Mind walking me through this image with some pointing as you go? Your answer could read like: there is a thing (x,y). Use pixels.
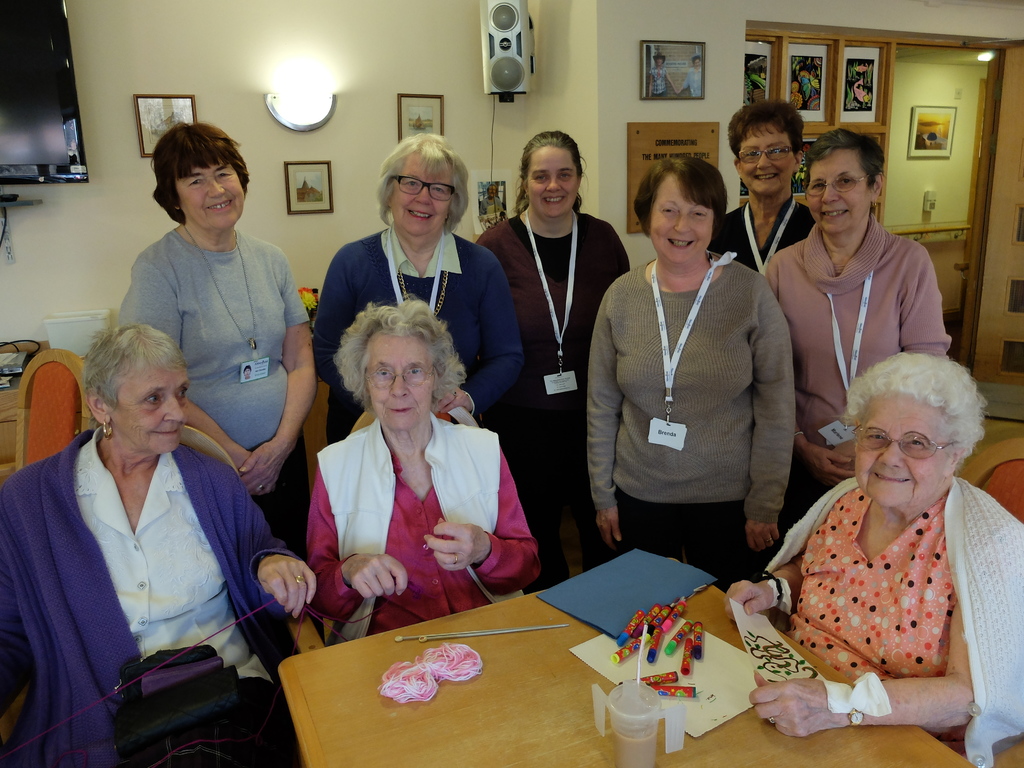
In this picture there are group of persons (538,430) where three (491,446) among them are sitting in chairs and there is a table (543,674) in front of them which has few objects (633,654) on it and the remaining are standing and there are few photo frames (687,54) are attached to the wall (564,98) in the background (575,97) and there is a television (61,114) in the left top corner (73,127).
